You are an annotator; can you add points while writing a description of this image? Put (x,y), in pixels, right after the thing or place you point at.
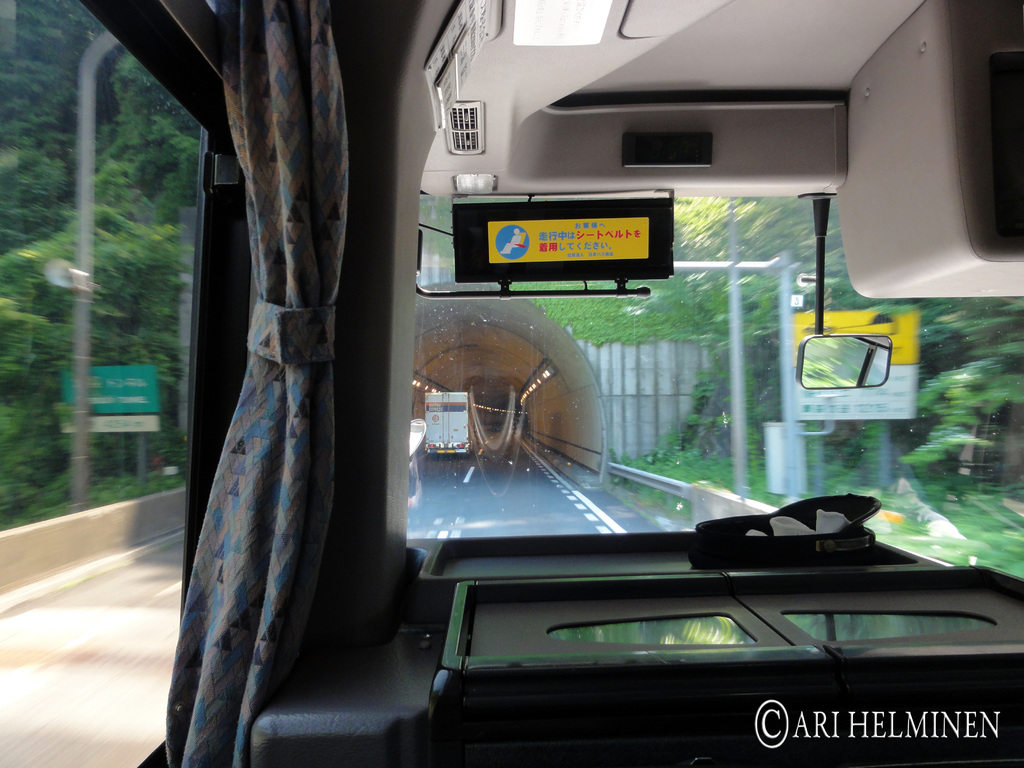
It is an inside view of a vehicle (564,700). Here we can see curtain (231,455), glass objects (517,422), mirror (882,347), sticker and few things (1007,132). Through the glasses (461,494), we can see the outside view. Here we can see tunnel (597,397), vehicle (455,454) on the road (519,451), poles (79,395), boards (909,367), trees (968,391) and plants (1006,527). On the right side (852,732) bottom corner, there is a watermark (861,726) in the image.
